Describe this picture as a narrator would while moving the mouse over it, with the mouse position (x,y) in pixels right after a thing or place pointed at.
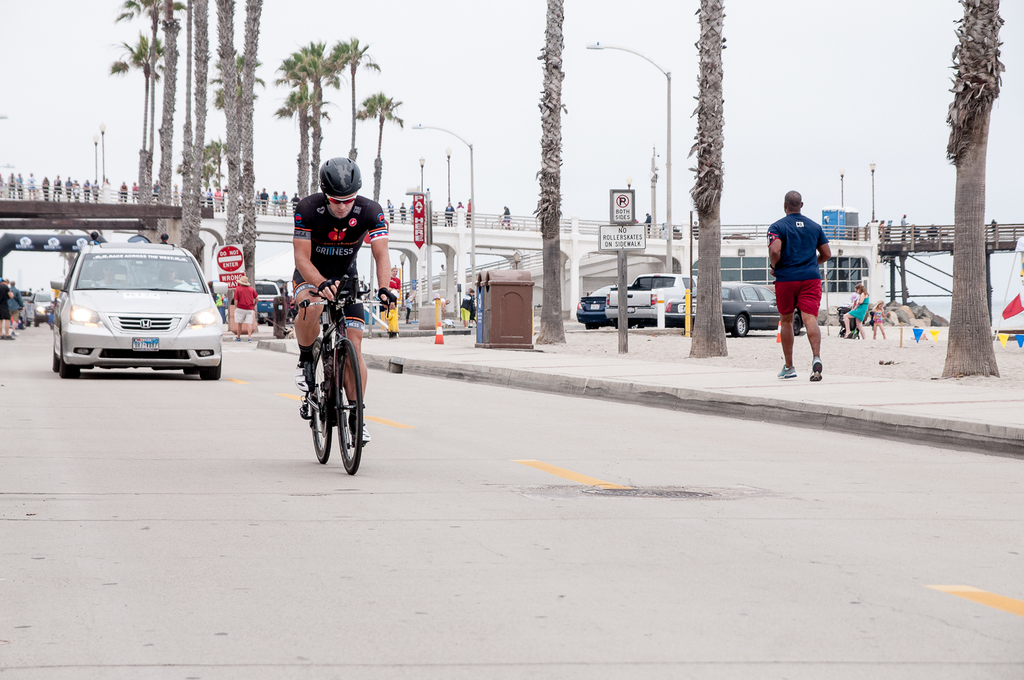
This picture is clicked outside the city. Here, we see man (324,263) in black t-shirt (338,252) who is wearing black color helmet (344,176) is riding bicycle (322,410) on the road (509,674). Behind him, we see a car (90,315) moving on the road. Beside this man (297,231), we see a footpath (882,385) on which man (777,260) in blue t-shirt (801,259) walking and in the middle of the picture (564,284), we see a bridge (592,232) on which many people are moving. Behind this man (313,231), we see many trees (249,152). On the right corner of the picture (828,269), we see a building (848,265) or a room (833,283).
